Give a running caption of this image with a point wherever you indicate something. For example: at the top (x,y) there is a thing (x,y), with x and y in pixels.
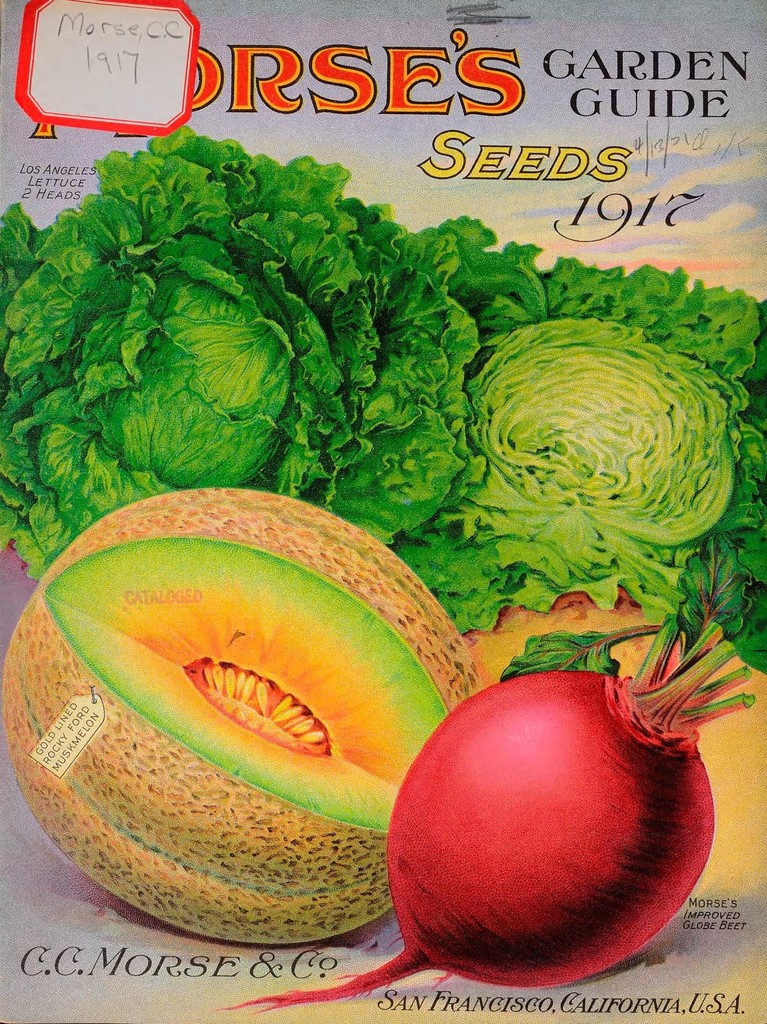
This is a poster. We can see pictures (272,490) of vegetables (227,546) and texts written on the image.
